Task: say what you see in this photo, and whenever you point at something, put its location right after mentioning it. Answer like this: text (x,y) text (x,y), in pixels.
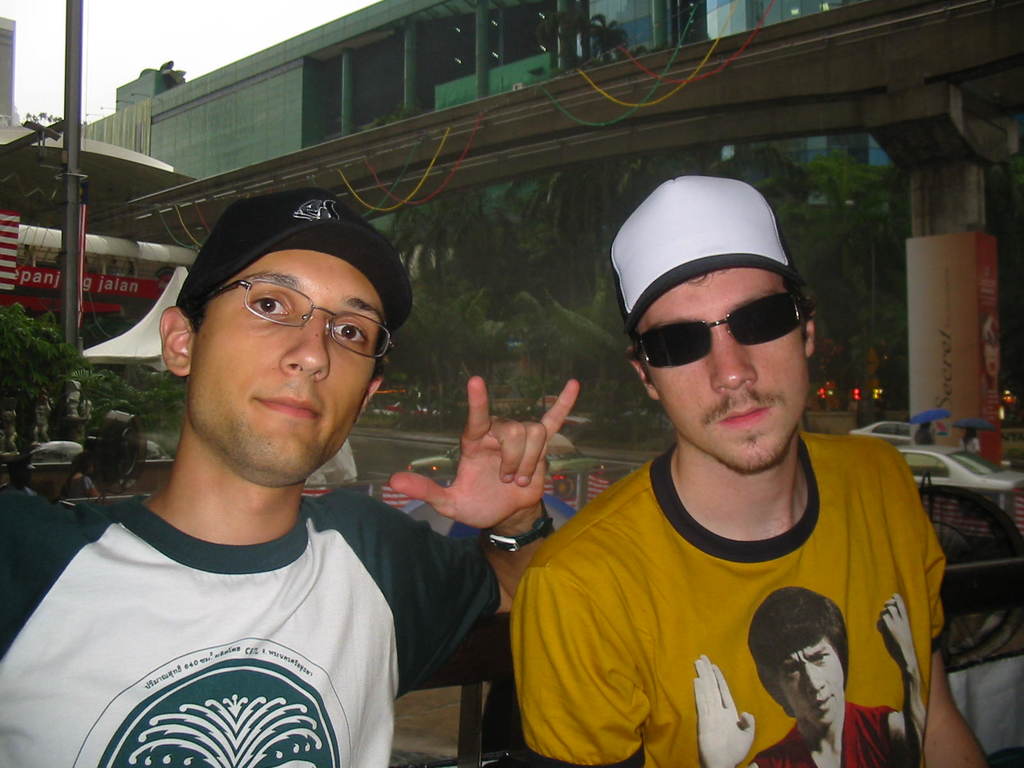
In the picture I can see two men (475,540) are sitting. These men (445,555) are wearing glasses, hats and t-shirts (616,727). In the background (571,213) I can see buildings (241,127), poles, trees (143,371), vehicles (882,433), people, the sky (186,27) and some other objects (564,497).
